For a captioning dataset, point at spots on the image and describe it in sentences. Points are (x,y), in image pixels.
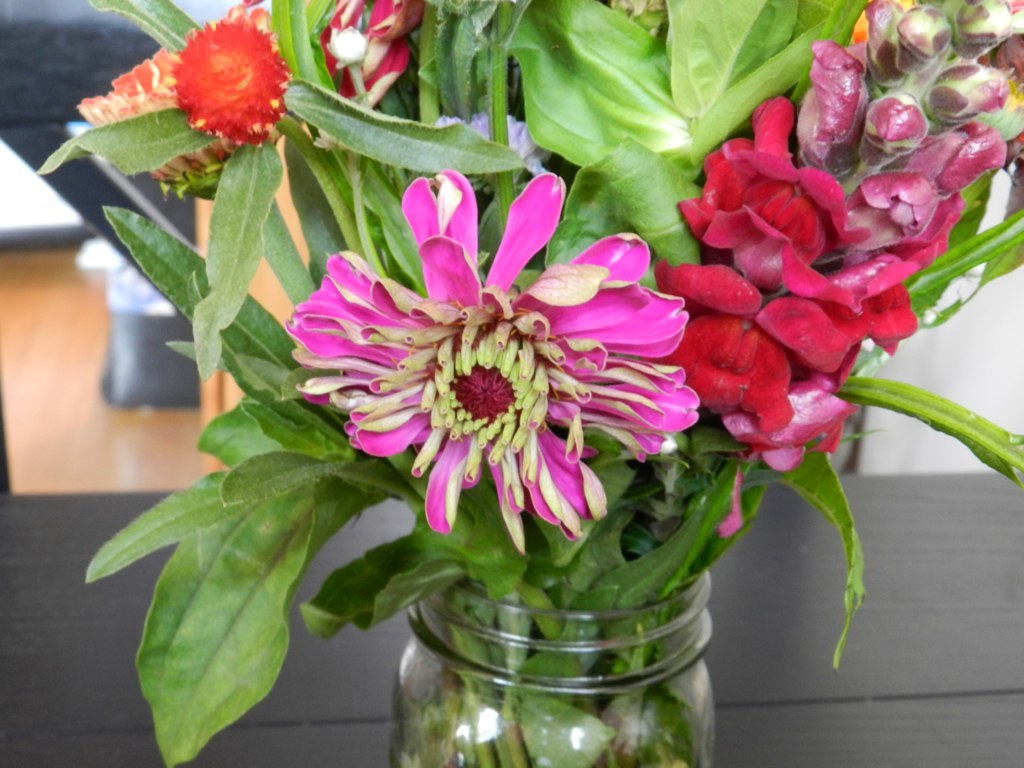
In this image there is a flower vase (516,710) on a table (869,533), in the background (83,385) it is blurred.
